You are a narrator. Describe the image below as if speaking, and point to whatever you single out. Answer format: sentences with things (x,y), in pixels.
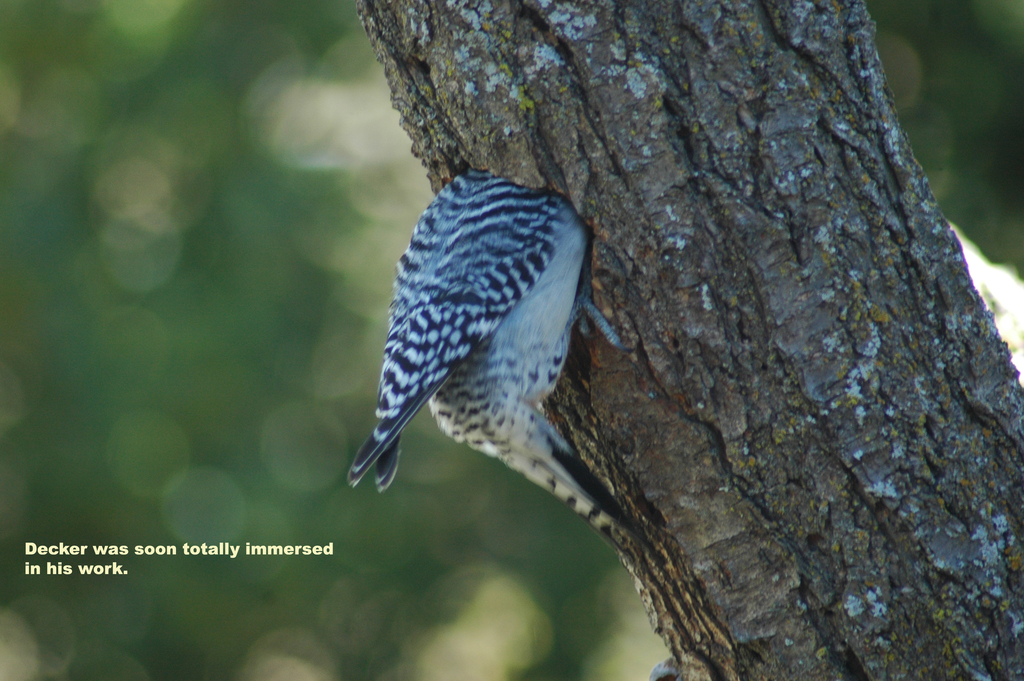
In this image we can see a trunk (821,331) of the tree (803,382). There is a bird (530,320) in the image. There is some text (152,548) written at the bottom of the image (170,550).
